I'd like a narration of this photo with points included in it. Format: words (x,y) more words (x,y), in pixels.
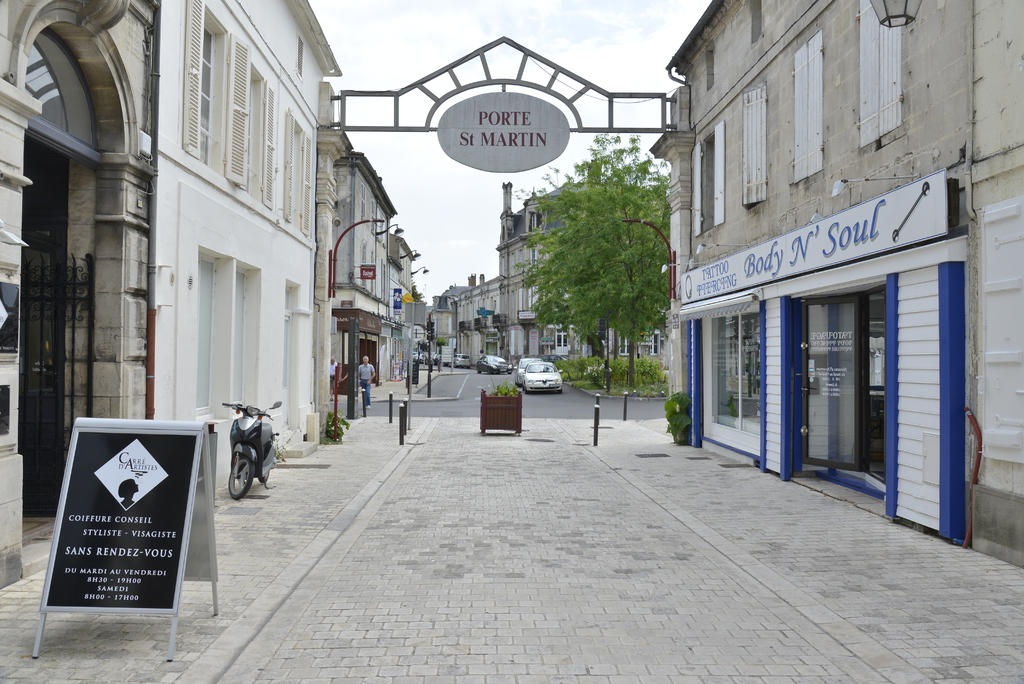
In this image I can see the road (462,397), few vehicles (534,376) on the road (554,507), few black colored poles (405,402) and few persons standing on the road (447,383). I can see a motorbike (253,406) and a board (198,446) on the sidewalk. I can see few buildings (236,278) on the both sides of the road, few trees (618,277) and few lights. In the background (467,229) I can see the sky (418,92).
